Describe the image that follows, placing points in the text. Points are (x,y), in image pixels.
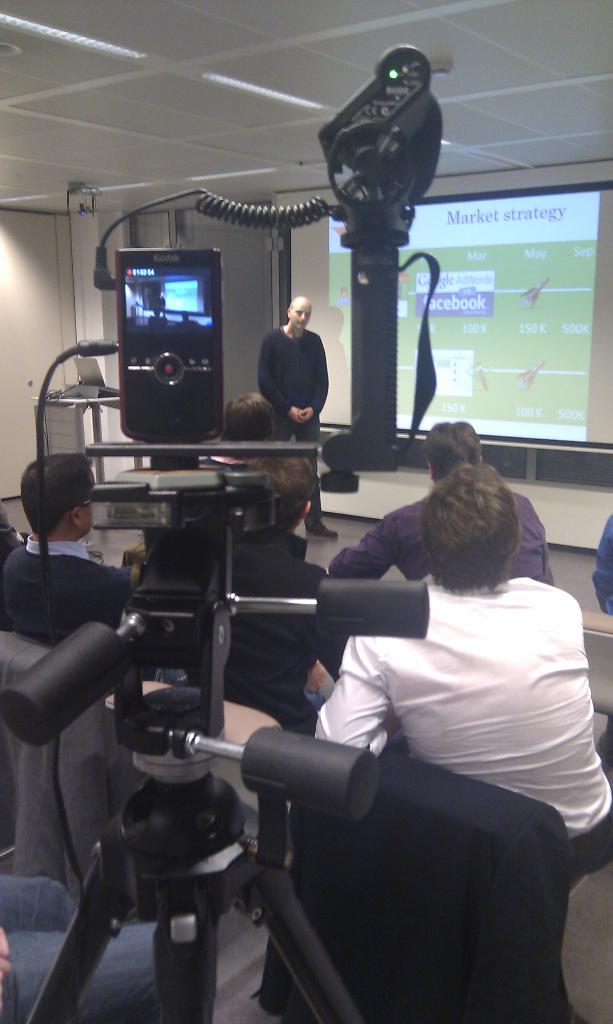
In front of the picture, we see the camera stand (273,843). Behind that, we see the people (290,652) are sitting on the chairs (397,785). In the middle of the picture (294,350), we see a man (299,409) is standing on the stage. Behind him, we see a projector screen (450,306) which is displaying the text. In the background (98,240), we see a white wall (22,242). At the top (292,132), we see the ceiling (201,149) of the room (104,146). This picture might be clicked in the conference hall (298,742).
